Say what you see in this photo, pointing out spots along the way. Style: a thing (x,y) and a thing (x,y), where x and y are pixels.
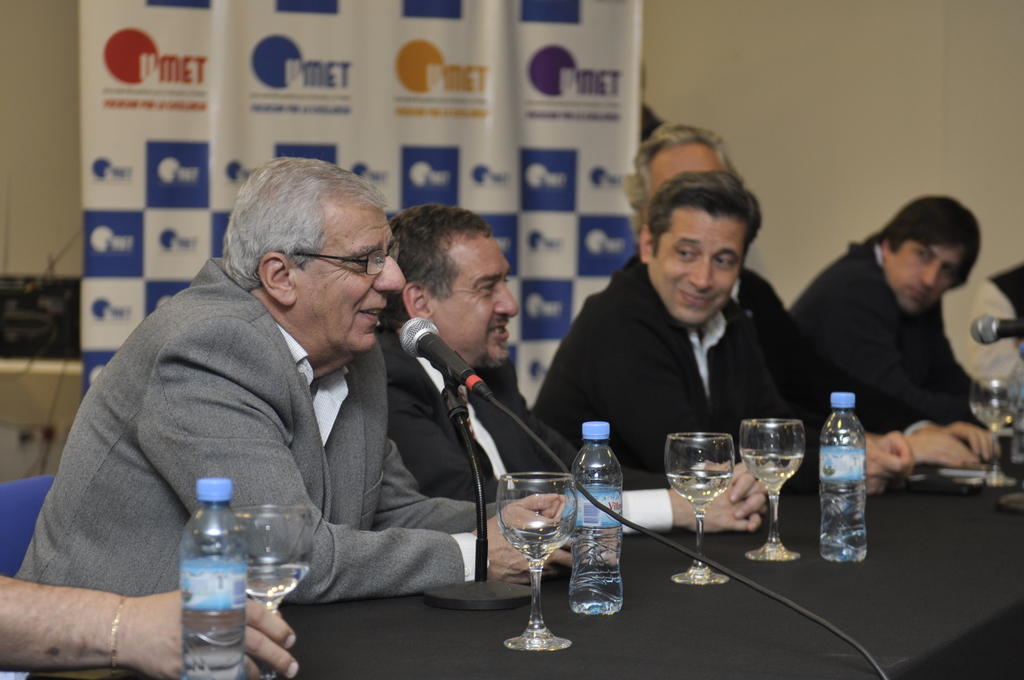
There are many persons (842,297) sitting. In front of them there is a table (961,550). On the table (978,553) there are glasses (524,519), bottles (590,507), mics (446,356) and mic stand (483,517). In the background (533,116) there is a banner (430,91) and a wall (831,106).
